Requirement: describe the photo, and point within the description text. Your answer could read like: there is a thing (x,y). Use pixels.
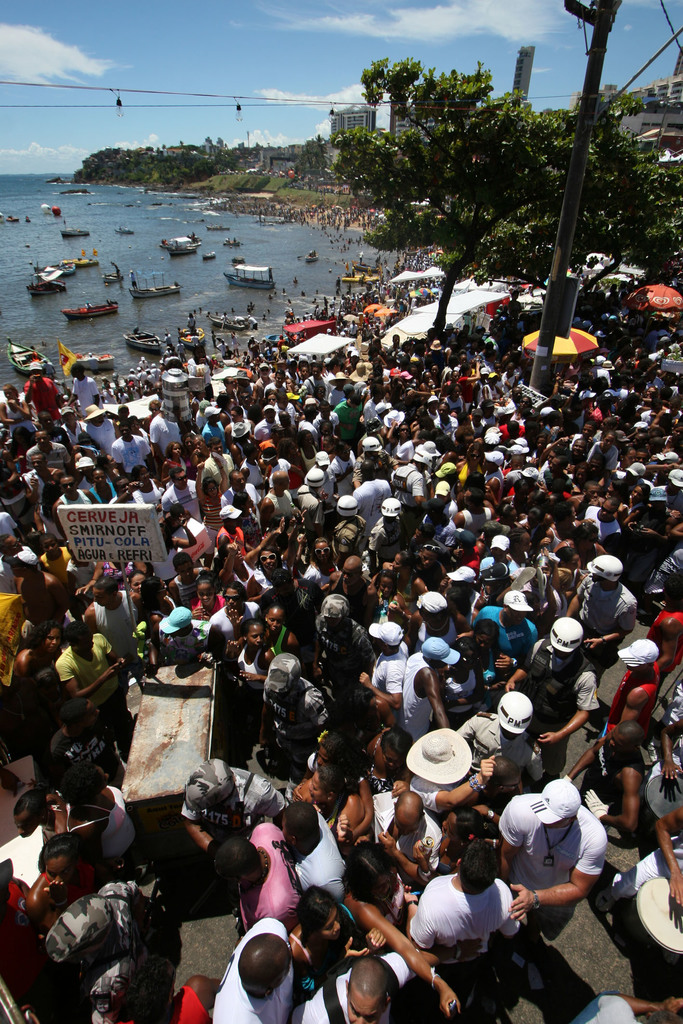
In this image I can see a crowd (312,655) on the road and boards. In the background (406,186) I can see boats (91,313) in the water (154,217), trees (373,157), wires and houses (371,125). At the top (298,121) I can see the sky (264,77). This image is taken during a day.
